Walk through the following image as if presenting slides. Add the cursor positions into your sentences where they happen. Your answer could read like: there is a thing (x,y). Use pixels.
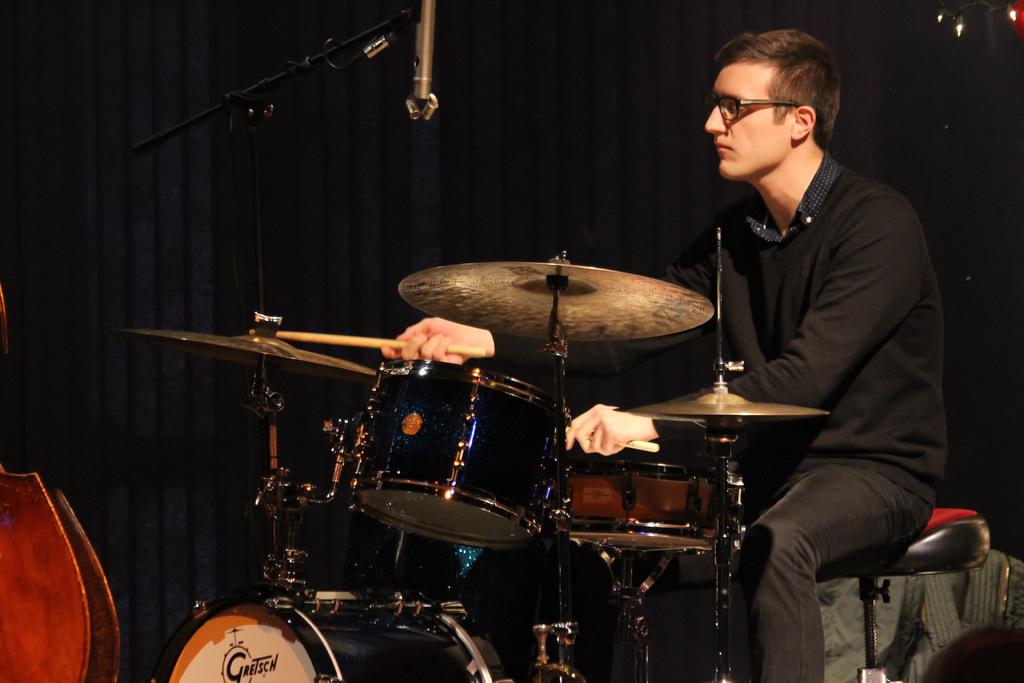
In this image I see a man (842,232) who is sitting and I see that he is holding sticks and I see the drums (452,439) and I see the tripod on which there is a mic (421,70). In the background (391,100) I see the curtain (272,168) which is of black in color.
